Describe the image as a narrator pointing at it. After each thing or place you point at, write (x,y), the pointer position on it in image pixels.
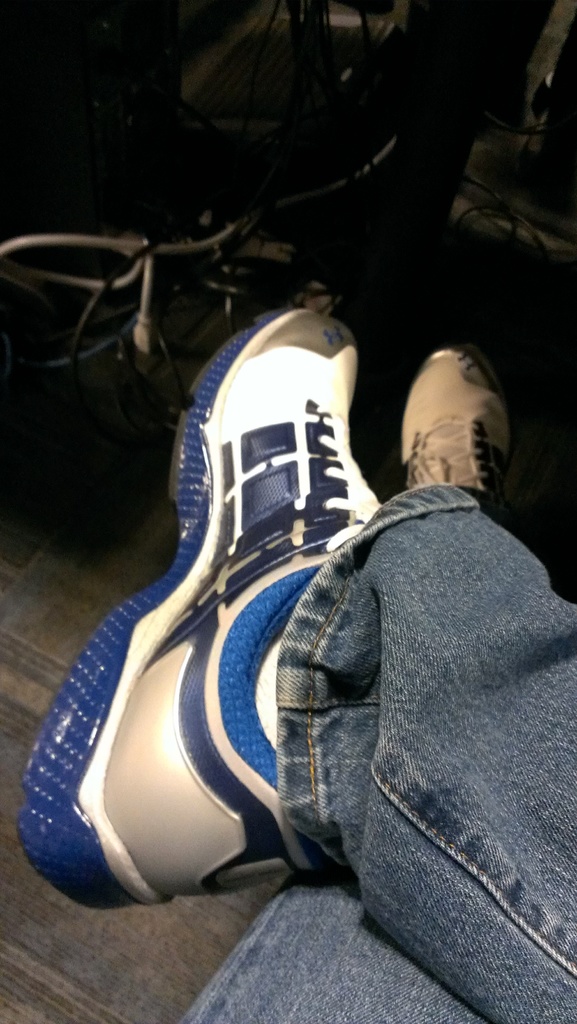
These are the human legs (323,711), there are shoes (287,443) and a jeans trouser (441,876).
